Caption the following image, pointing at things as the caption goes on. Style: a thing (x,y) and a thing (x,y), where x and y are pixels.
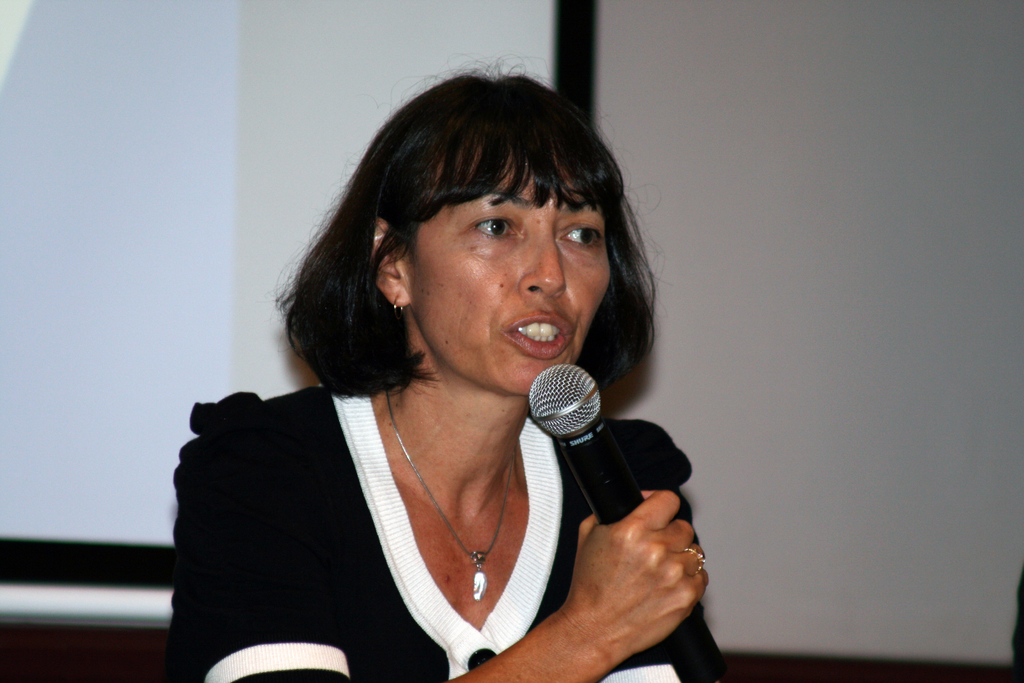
In this image I can see the person (504,397) holding a mic (597,460). Behind the person (568,107) there is a white color wall (796,116).
